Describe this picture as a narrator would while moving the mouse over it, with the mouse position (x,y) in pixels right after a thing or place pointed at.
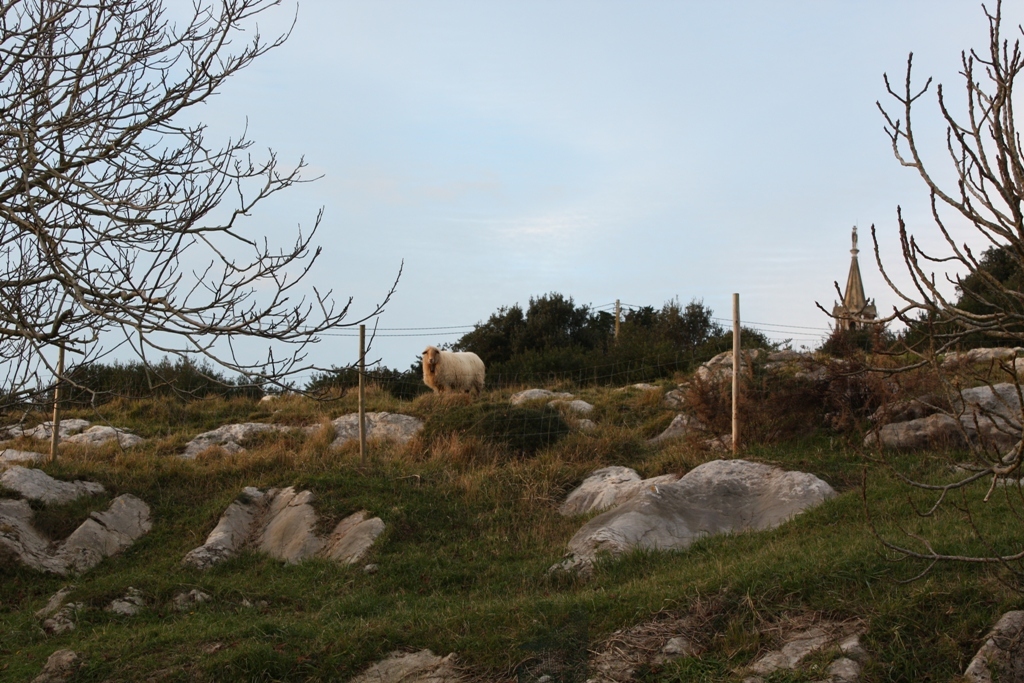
This picture is taken from the outside of the city. In this image, in the middle (433,388), we can see a sheep (427,375) standing on the grass (462,400). On the right side (1005,193), we can see some trees (1006,248), rocks (1002,408). On the right side (934,345), we can also see a tower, trees (889,339), plants (710,410), wood pole (735,391), wires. On the left side (195,374), we can see some trees (77,399), plants (77,394). At the top (578,113), we can see a sky (616,156), at the bottom (671,498), we can see some rocks (736,468) and a grass (534,548).
